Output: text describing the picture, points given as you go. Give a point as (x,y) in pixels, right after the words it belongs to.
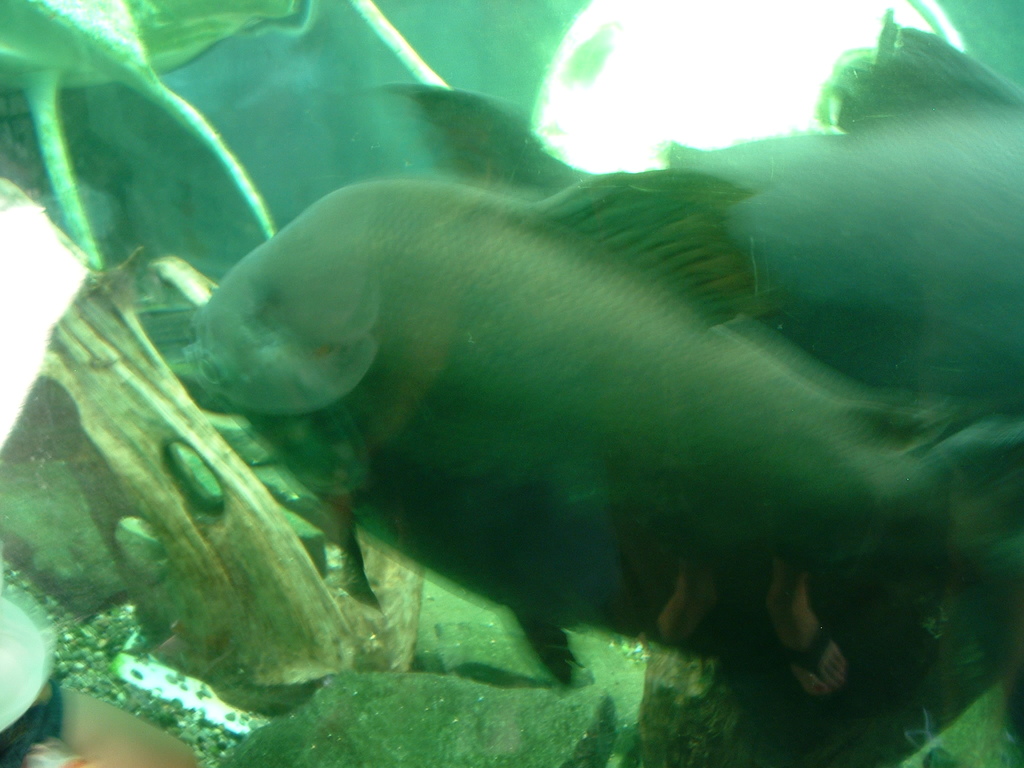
In this picture, we see the fishes (520,311). At the bottom of the picture (443,734), we see the stones (450,717). This picture might be the aquarium (557,133). In the background (240,134), it is green in color.
